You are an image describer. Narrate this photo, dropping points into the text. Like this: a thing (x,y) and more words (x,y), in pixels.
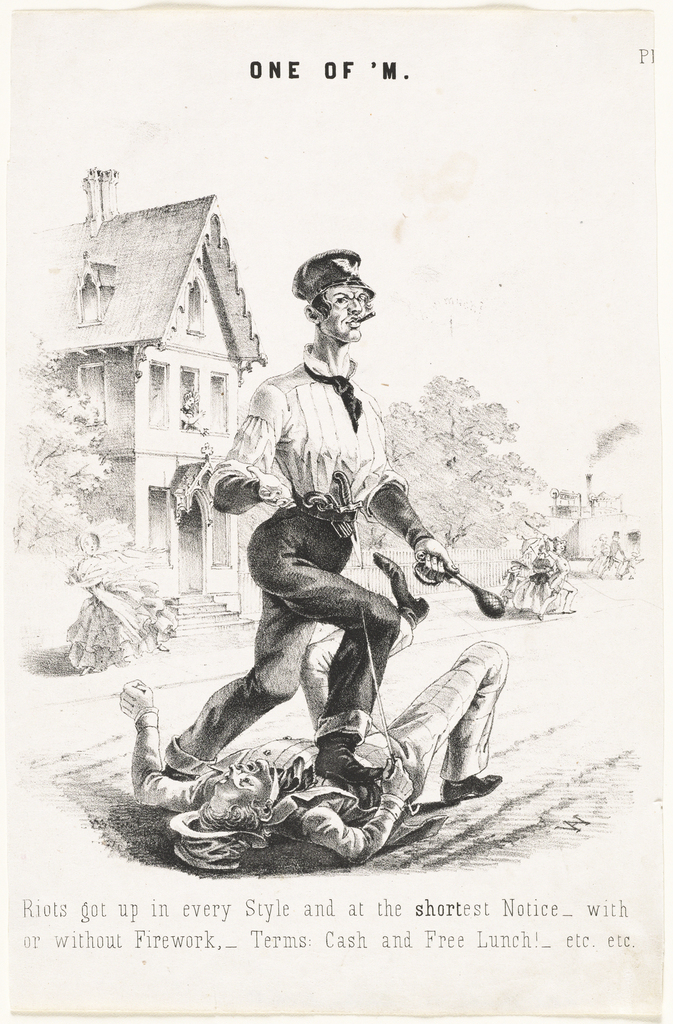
This is a poster (428,444) having a painting (418,557) and texts (574,937). In this painting (184,580), there is a person (380,446) placing one leg (364,717) on the chest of another person (481,705) who is lying on a road (168,858). In the background (606,513), there are trees (519,493), buildings (206,287) and there is sky (430,242).
